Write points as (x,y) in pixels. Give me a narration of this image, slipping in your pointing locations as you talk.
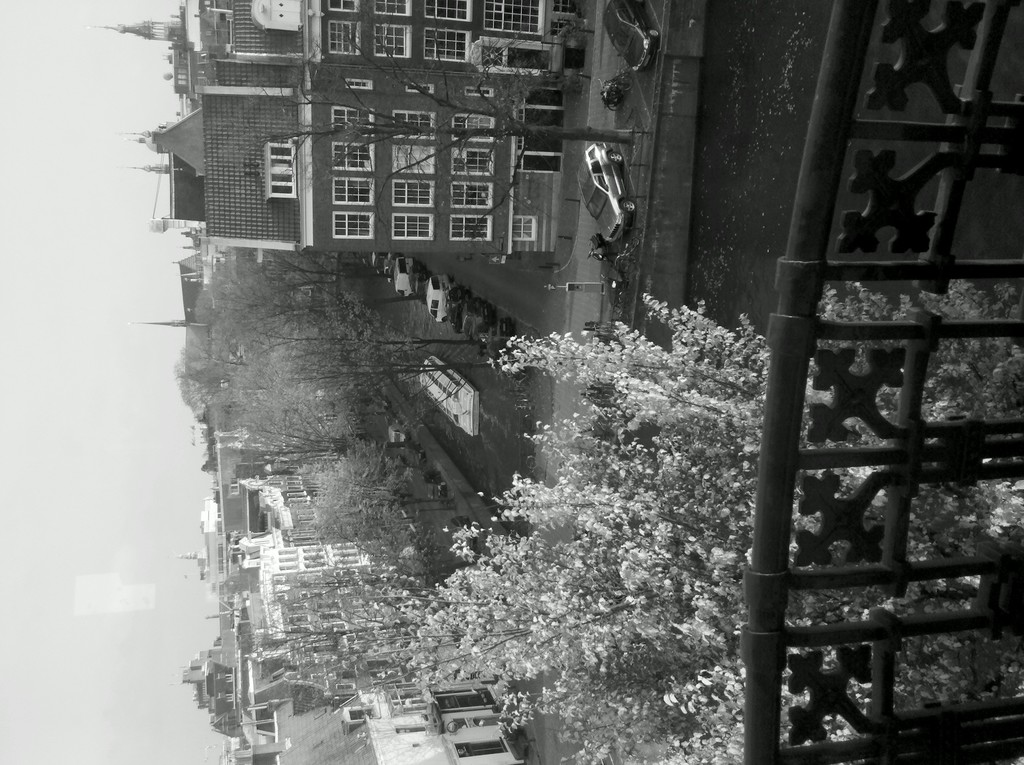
This picture is taken from the balcony. In this image I can observe some buildings (480,41), trees (308,410) and cars (404,262).
